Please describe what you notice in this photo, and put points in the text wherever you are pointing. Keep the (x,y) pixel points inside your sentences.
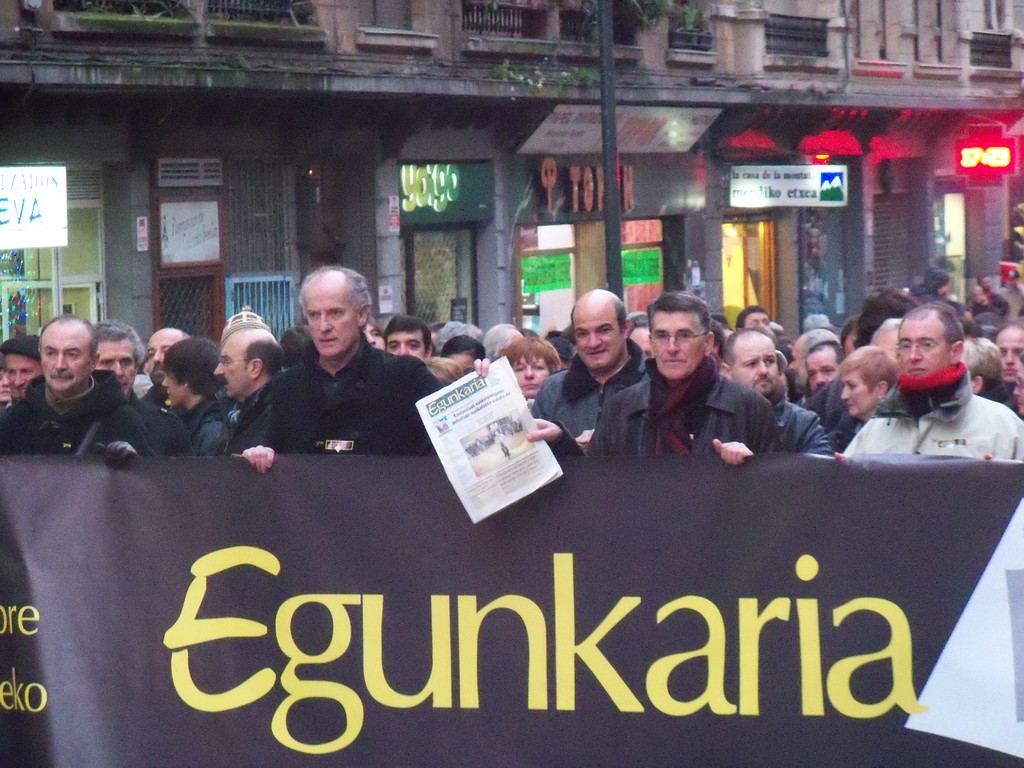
In the picture we can see a group of people (941,450) standing and holding a hoarding (136,486) name on it egunkaria and some people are holding a paper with some information and in the background (236,287) we can see some pole (608,26) and buildings (228,304) and some shops (58,310) to it.
